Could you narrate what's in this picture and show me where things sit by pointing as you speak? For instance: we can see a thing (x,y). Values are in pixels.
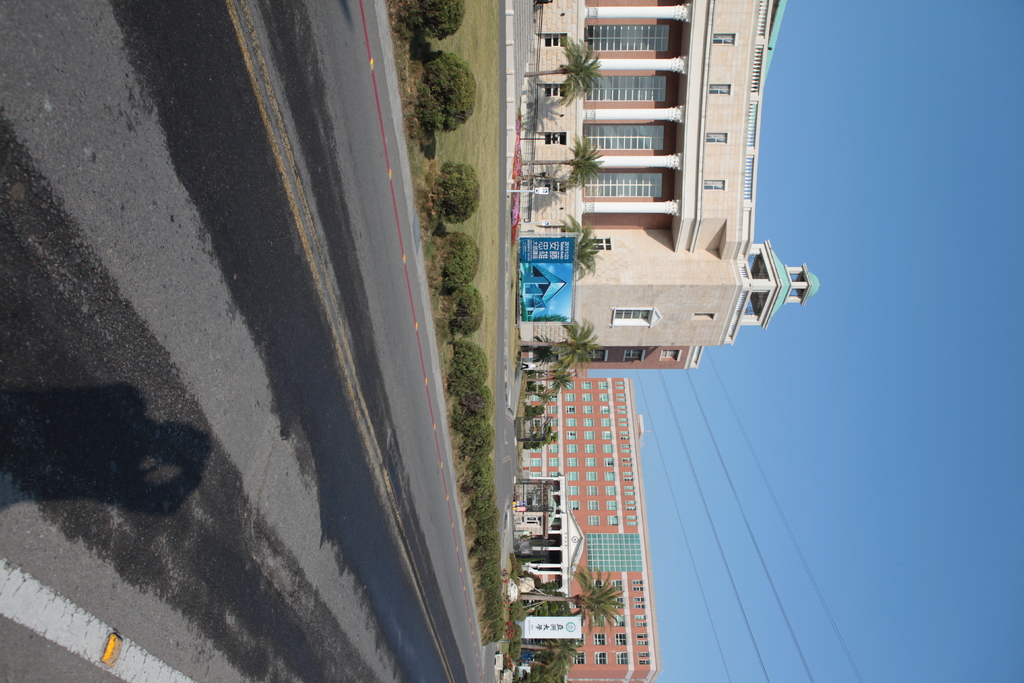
In this image we can see buildings (628,116), a person's shadow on the road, shrubs (444,191), trees (575,334), electric cables (694,468) and sky (847,320).
